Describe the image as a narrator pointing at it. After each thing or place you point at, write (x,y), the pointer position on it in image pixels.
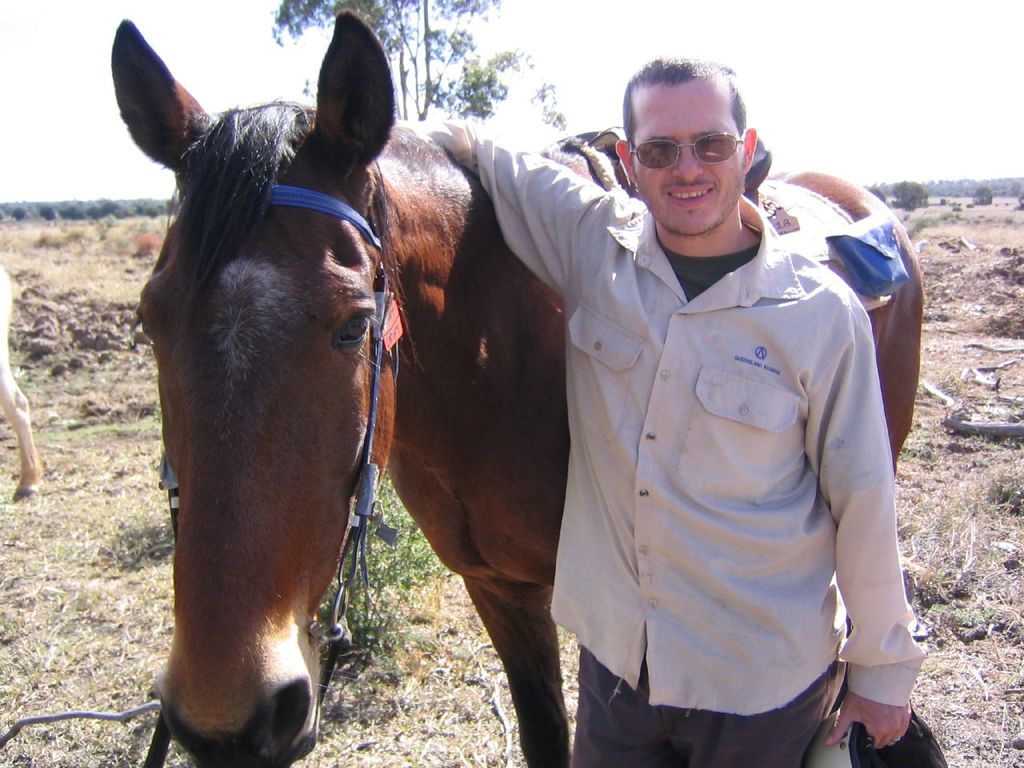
In this picture there is a man (702,253) who is smiling. He wear a goggles (710,156), shirt (714,391) and holds a helmet (878,759). Besides him there is a horse (398,370). Here it's a plant (391,566). On the top (378,5) there is a tree (416,4). Here it's a sky (888,55). On left side (27,404) there is an animal (6,398).
